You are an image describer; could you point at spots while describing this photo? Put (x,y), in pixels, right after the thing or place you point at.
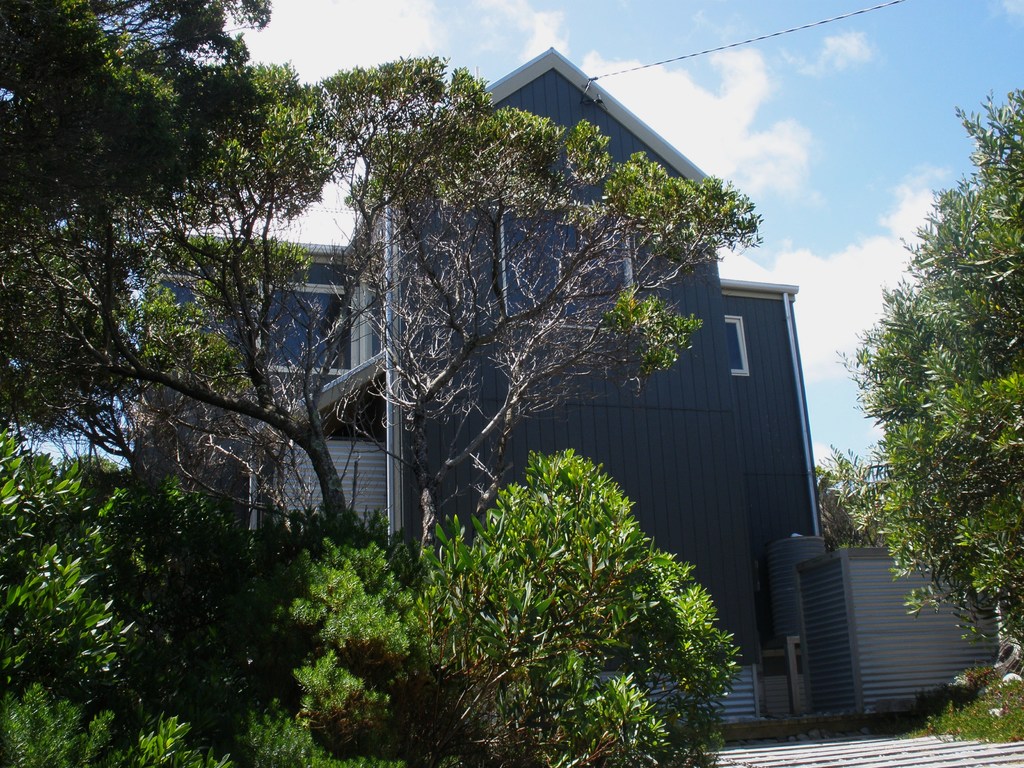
In this image we can see trees (742,226). Also there is a building (600,422). In the background (696,156) there is sky (675,121) with clouds (334,37). At the top (675,58) there is a wire (657,64).
